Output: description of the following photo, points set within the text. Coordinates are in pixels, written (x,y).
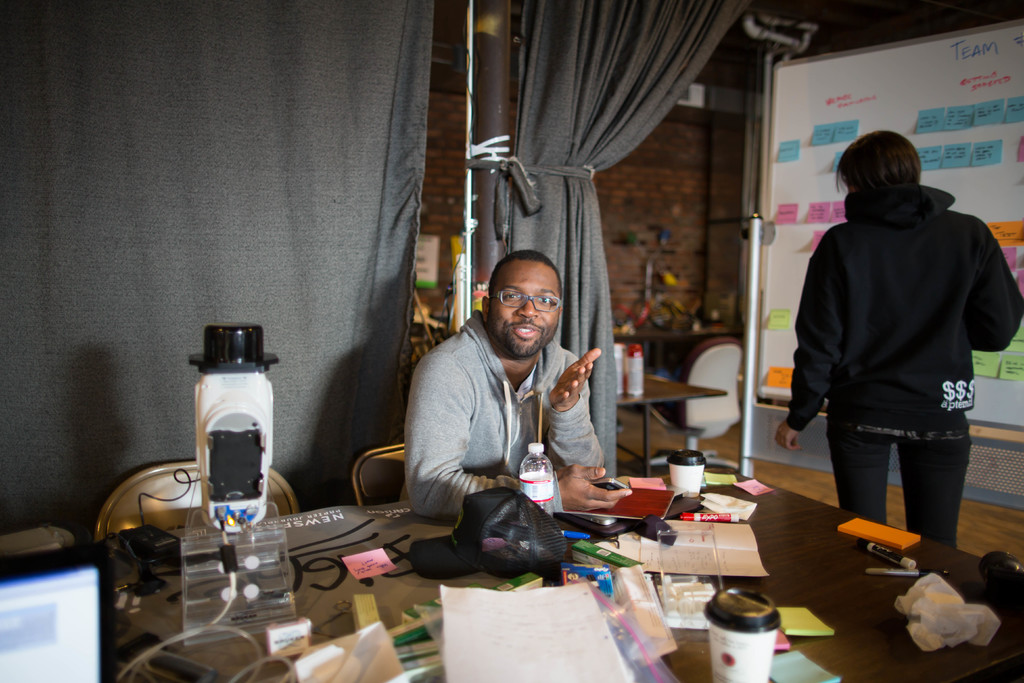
There is a table (840,598) in the picture on which some accessories (685,562) were placed along with a cap bottle (534,481) and a cup (736,631) here. In front of a table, there is a man (491,387) sitting in the chair (379,457), wearing a spectacles (508,297) and there is a woman (858,224) beside him. In the background (199,227) there is a curtain (588,217) and a wall (684,203) here along with a white marker board (815,112).
